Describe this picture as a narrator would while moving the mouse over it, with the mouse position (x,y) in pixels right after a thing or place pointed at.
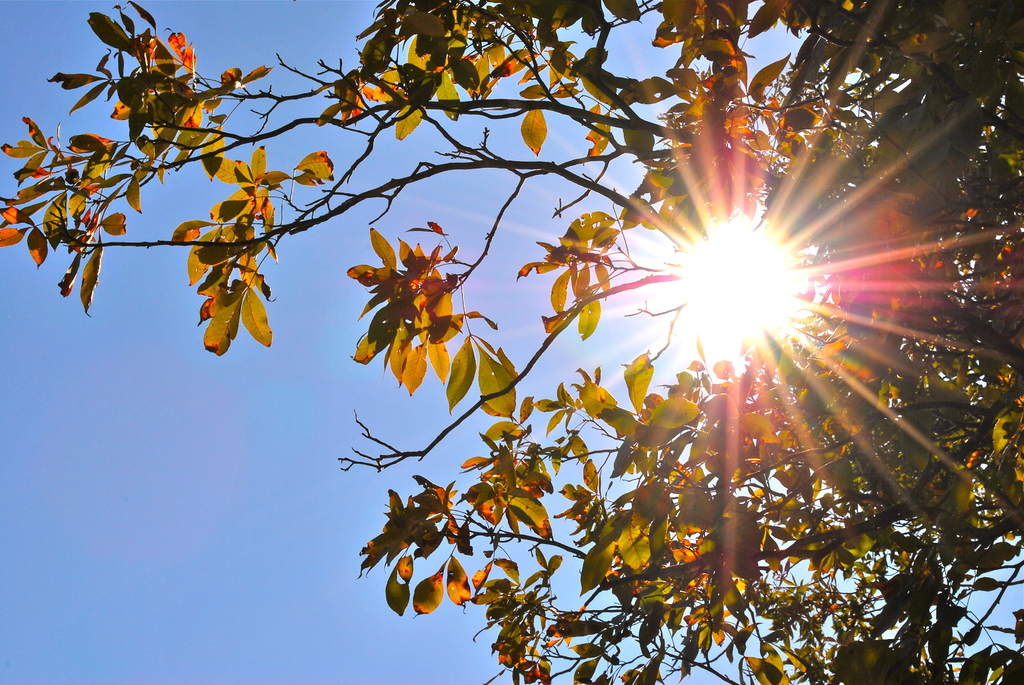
In this picture I can observe a tree (412,94). In the background (195,472) there is a sky (179,454). I can observe sun (719,259) in the sky (612,341).
